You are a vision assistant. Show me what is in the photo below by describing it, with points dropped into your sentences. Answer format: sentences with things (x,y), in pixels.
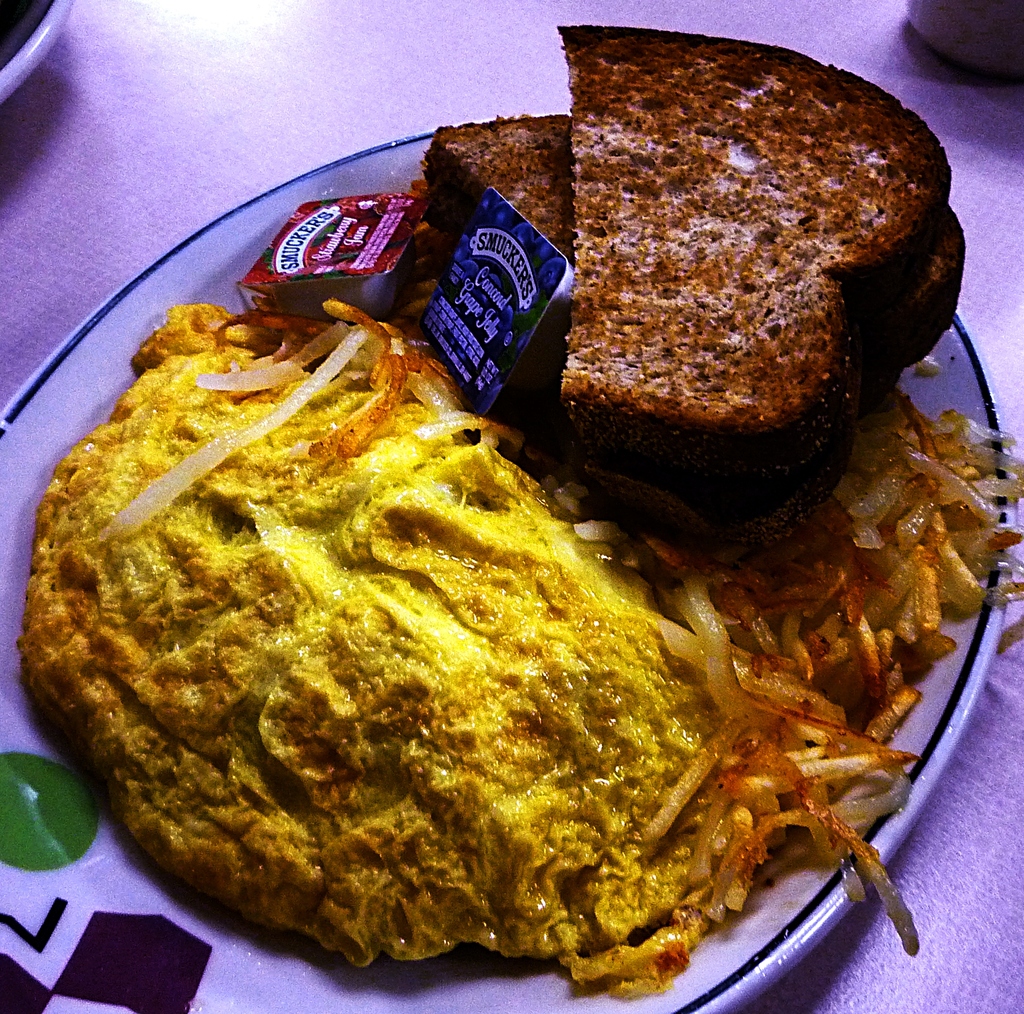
This image consists of food (706,526) kept in a plate (204,300). At the bottom (969,961), there is a cloth (876,957) on the table (894,958).
